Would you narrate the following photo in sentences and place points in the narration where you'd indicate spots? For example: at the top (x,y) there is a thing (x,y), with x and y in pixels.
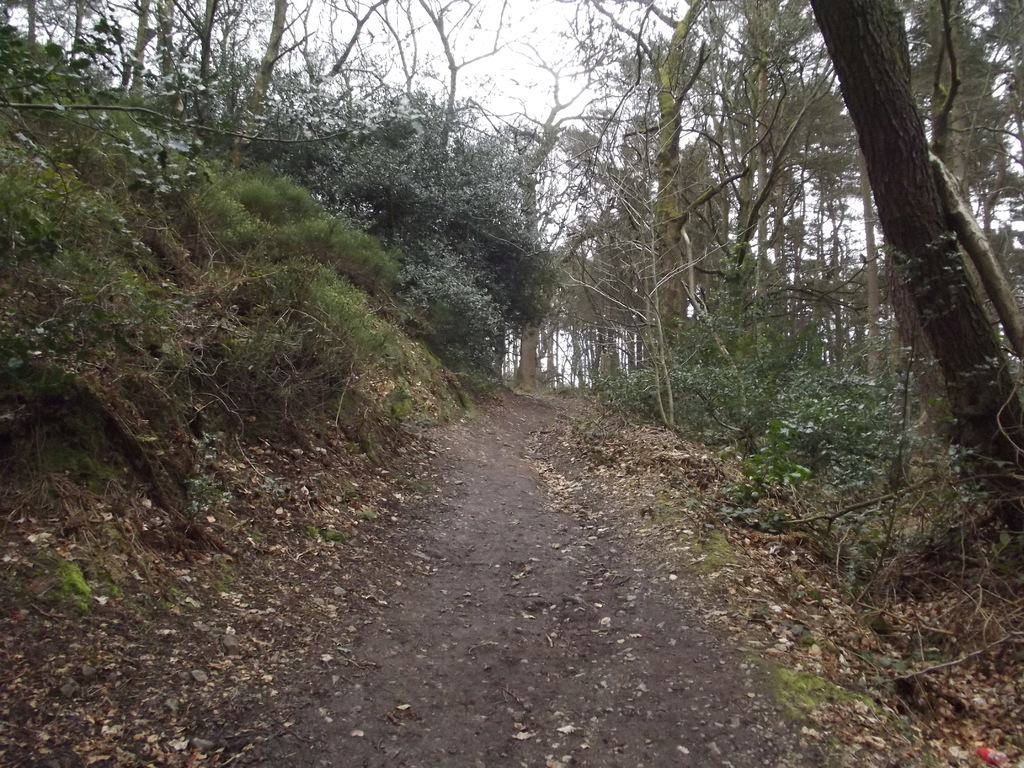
In this image we can see few trees (679,253), a road (532,538) and the sky (553,24) in the background (573,114).
